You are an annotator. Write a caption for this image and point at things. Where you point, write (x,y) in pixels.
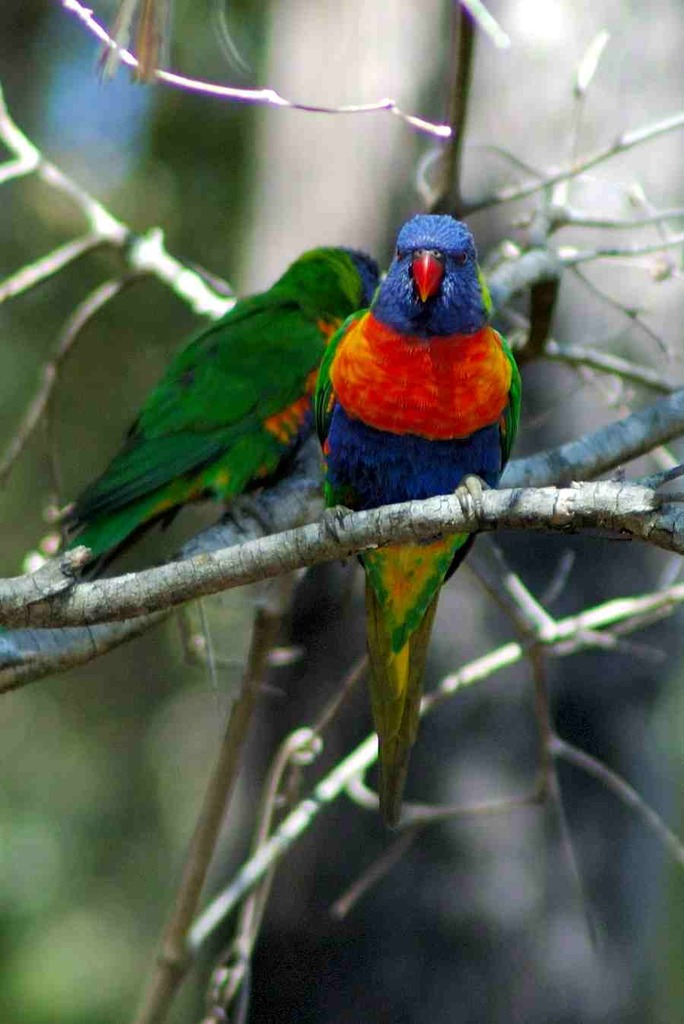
In this image there are two parrots (344,447) visible may be on stem (318,510) of tree (539,473), background (489,76) is blurry.
